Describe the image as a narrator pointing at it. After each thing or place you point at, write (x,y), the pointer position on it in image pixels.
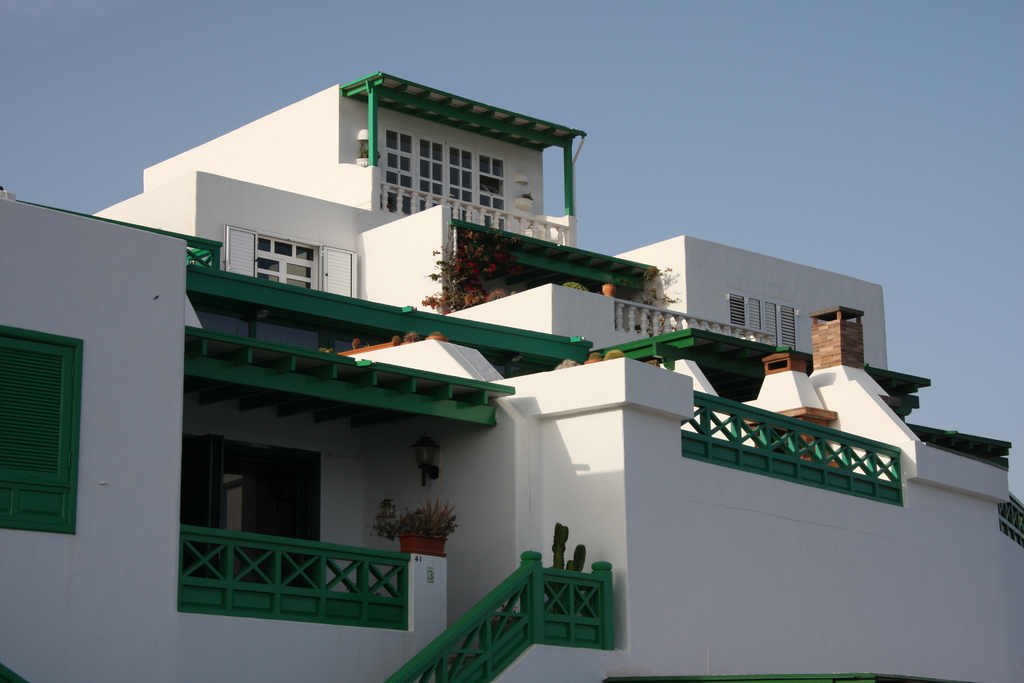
In this image we can see the front view of a building (322,324).
